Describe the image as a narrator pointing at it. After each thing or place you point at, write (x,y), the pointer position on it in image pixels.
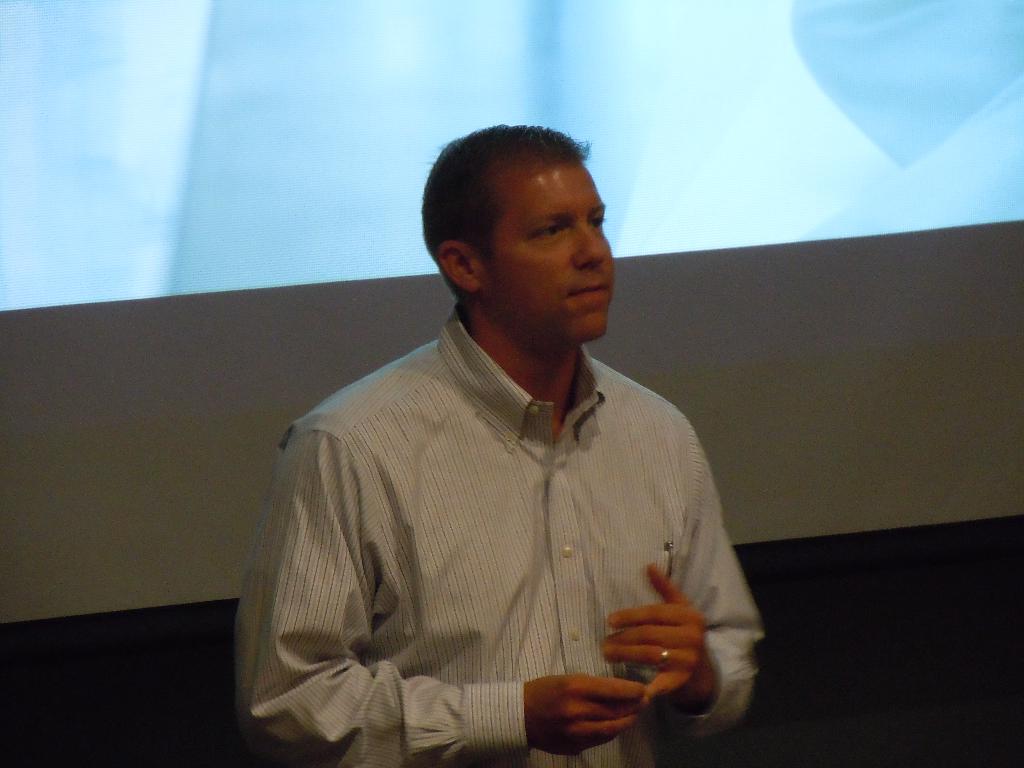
In the center of the image (460,348) there is a person (460,451) standing. In the background (211,445) there is a wall (765,429) and screen (478,113).
